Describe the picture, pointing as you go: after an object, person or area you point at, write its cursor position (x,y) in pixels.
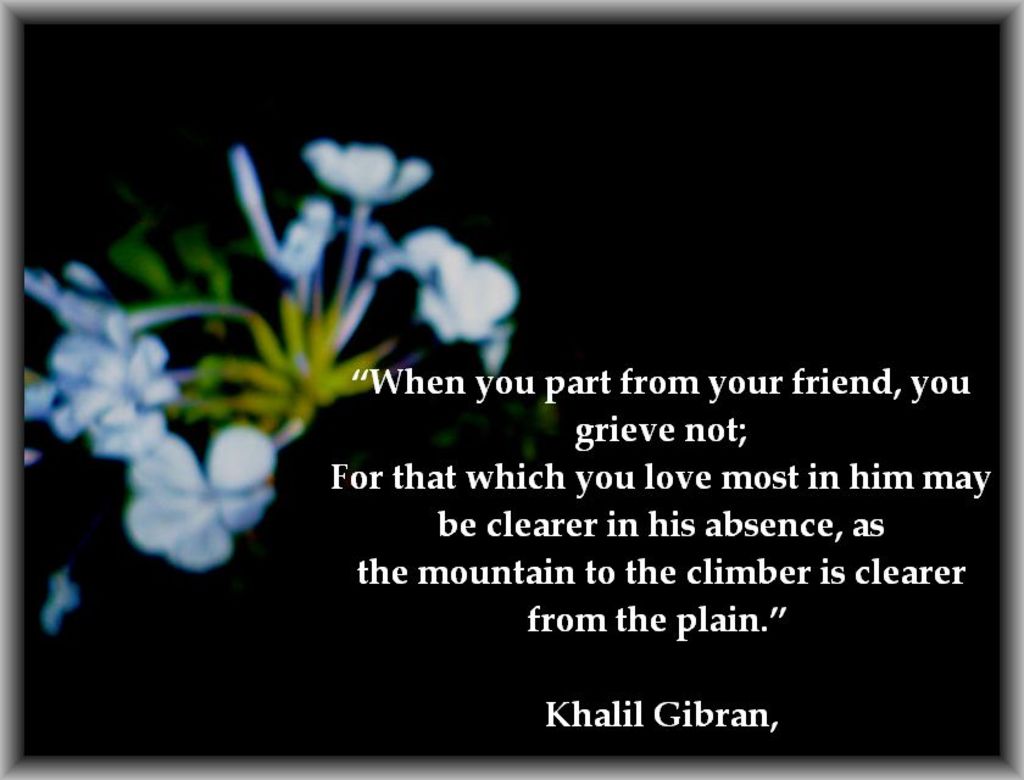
In this image we can see some text (606,711) here. The background of the image (70,395) is dark where we can see flowers (70,377) which are slightly blurred.
